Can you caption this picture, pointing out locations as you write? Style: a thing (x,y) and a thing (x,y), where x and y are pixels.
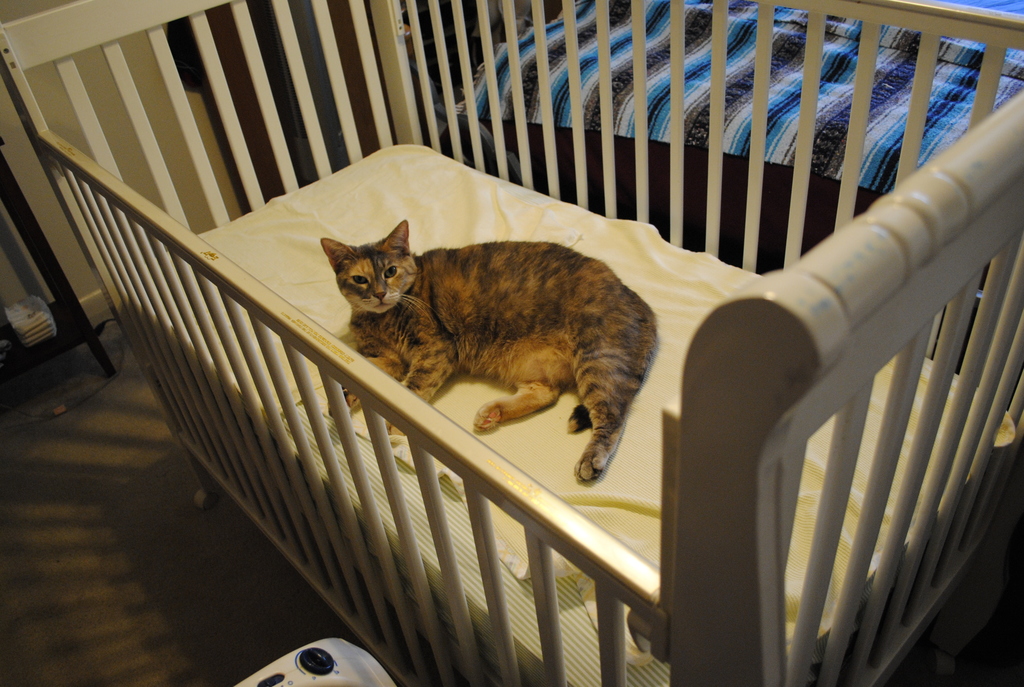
Here we can see a cradle (419,149), and cat (547,257) on it, and here is the floor (103,476).
